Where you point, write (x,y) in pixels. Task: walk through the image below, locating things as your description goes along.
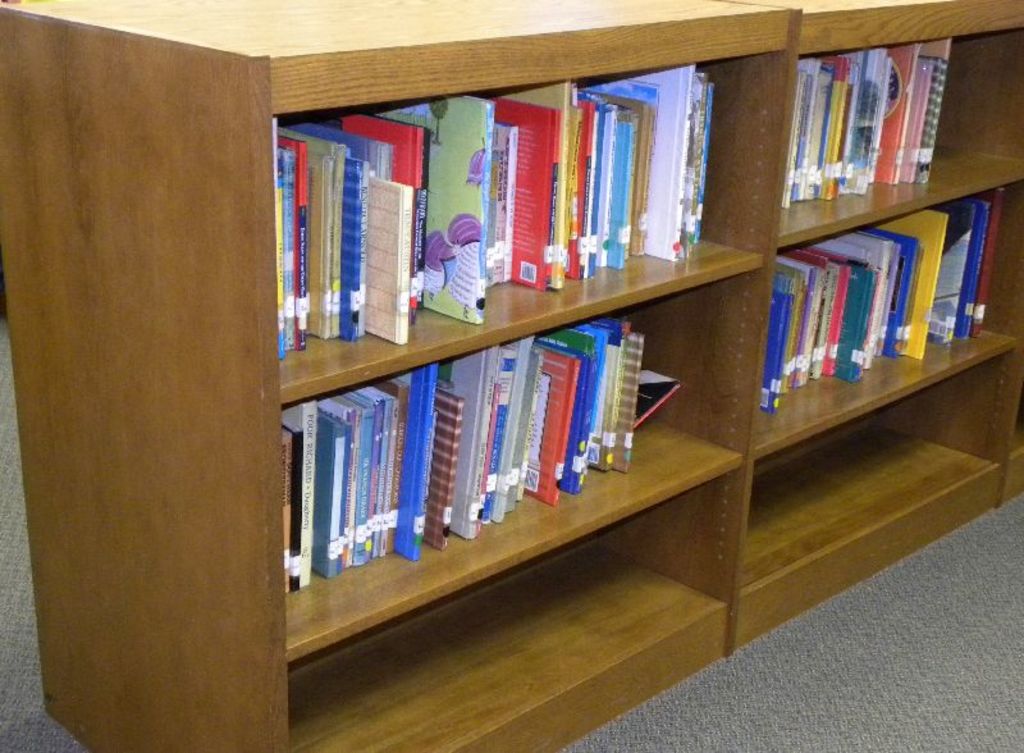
In this picture there are books (578,349) in the cupboards (843,473). At the bottom (789,626) there is a mat (866,722) and there is text (553,198) on the books (842,81).
